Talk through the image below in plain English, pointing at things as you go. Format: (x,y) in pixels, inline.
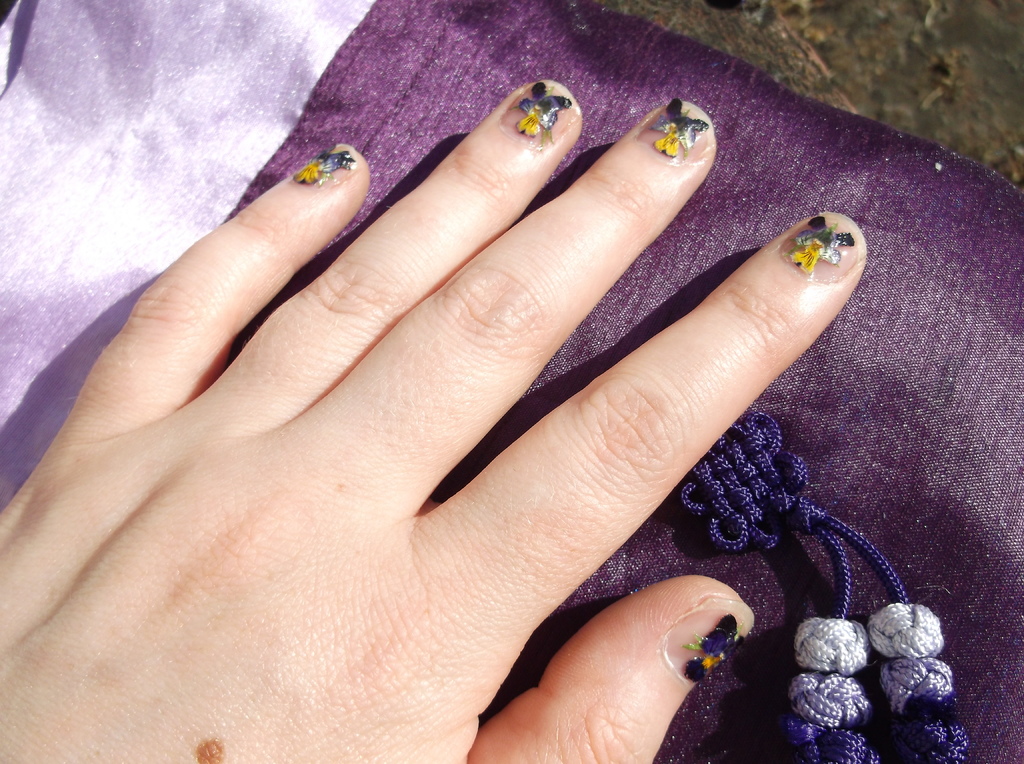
In this image, we can see the palm (563,292) of a person (758,264). The person's nails (566,108) are covered with nail art (830,246), the palm (791,257) is kept on the cloth (787,397).
